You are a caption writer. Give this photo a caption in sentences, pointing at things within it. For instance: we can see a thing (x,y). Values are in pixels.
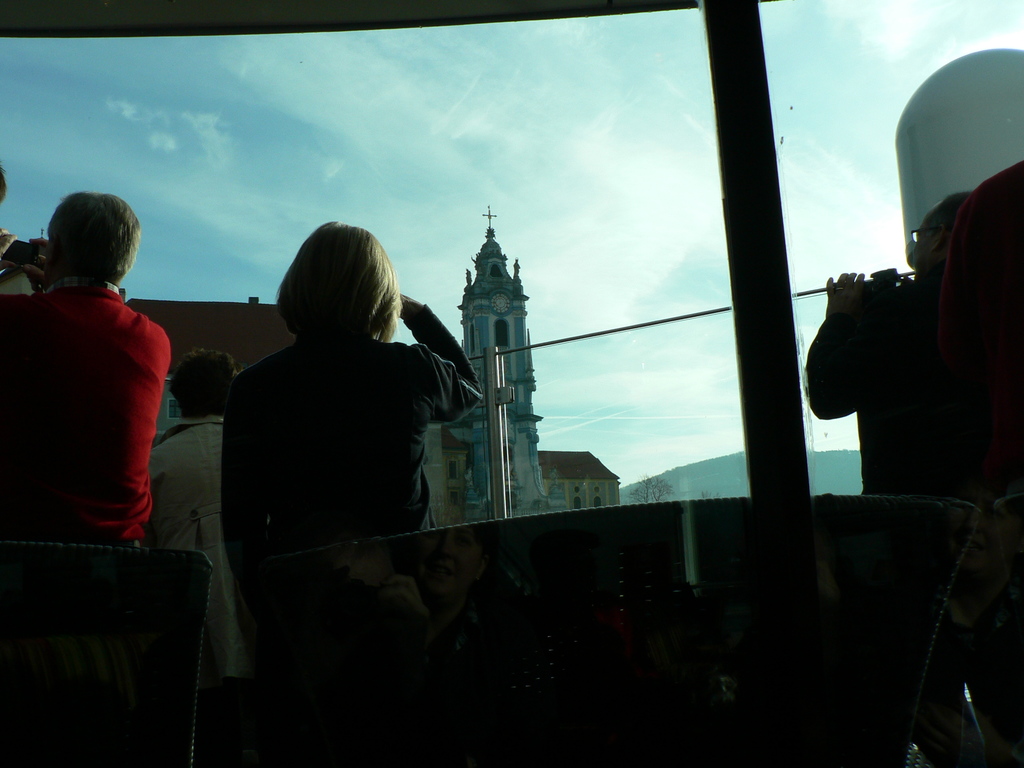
This picture shows few people (979,307) standing and we see buildings (525,494) and a man (50,279) holding a camera (14,254) in his hand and we see a blue cloudy sky (441,106) and a tree (644,479) from the glass (513,191).
